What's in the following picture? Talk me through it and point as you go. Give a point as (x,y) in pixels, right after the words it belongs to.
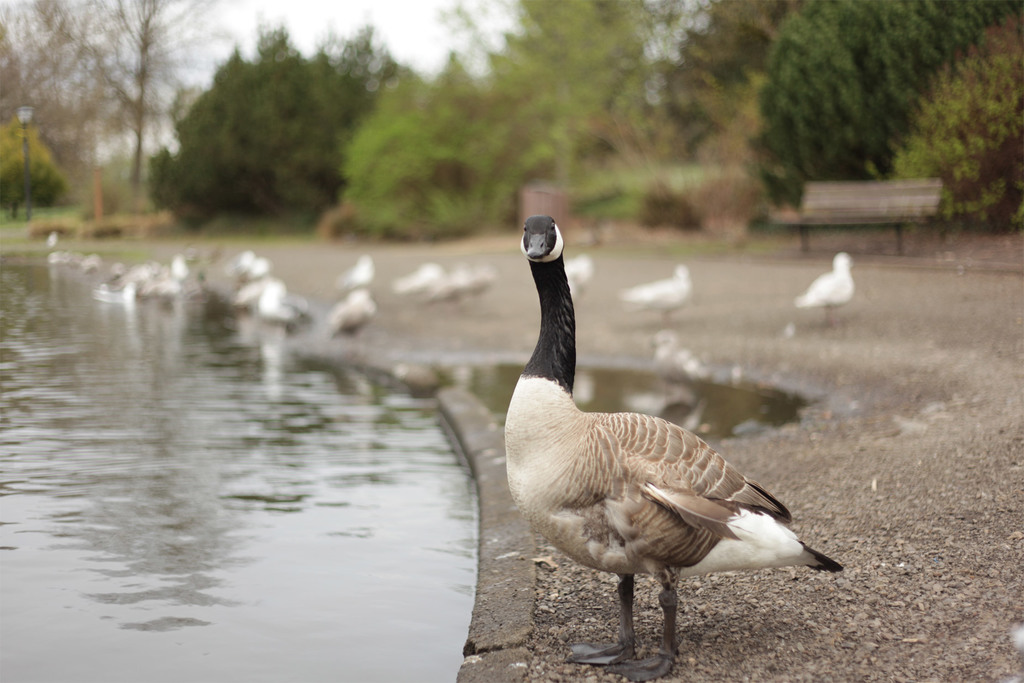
This is a goose (606,508) standing. This looks like a pond (45,514) with the water (167,514) flowing. In the background (266,287), I can see few birds (470,269). This is the bench (869,192). These are the trees (124,159).
